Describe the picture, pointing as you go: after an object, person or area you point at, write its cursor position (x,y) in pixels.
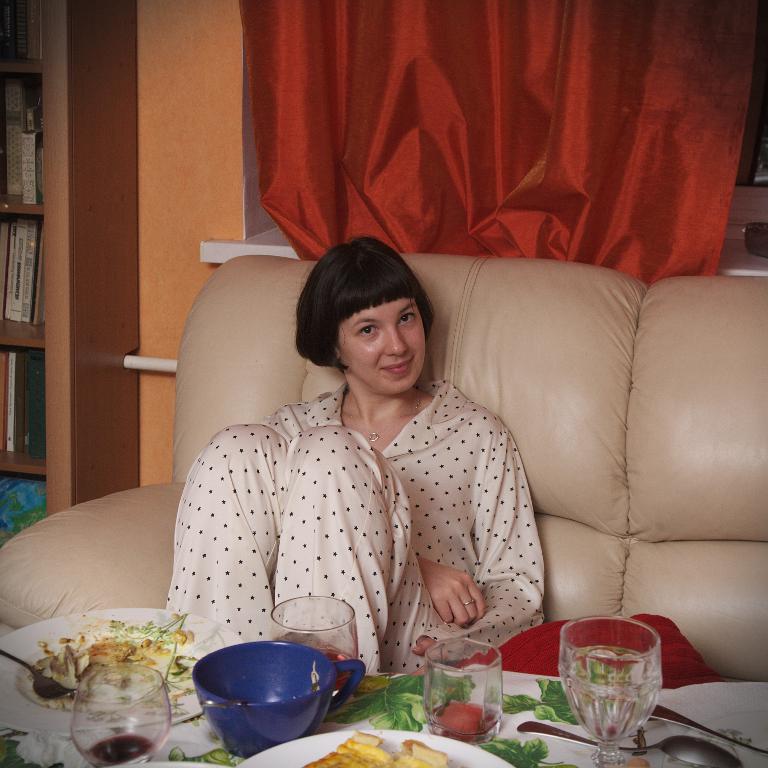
Here we can see a woman (246,427) sitting on a sofa (173,536) with plate (159,619) and glasses (347,648) and bowls (252,708) present in front of her on the table (527,687) and behind her we can see a curtain (371,201) and beside her we can see a rack (63,101) of books (14,143).
